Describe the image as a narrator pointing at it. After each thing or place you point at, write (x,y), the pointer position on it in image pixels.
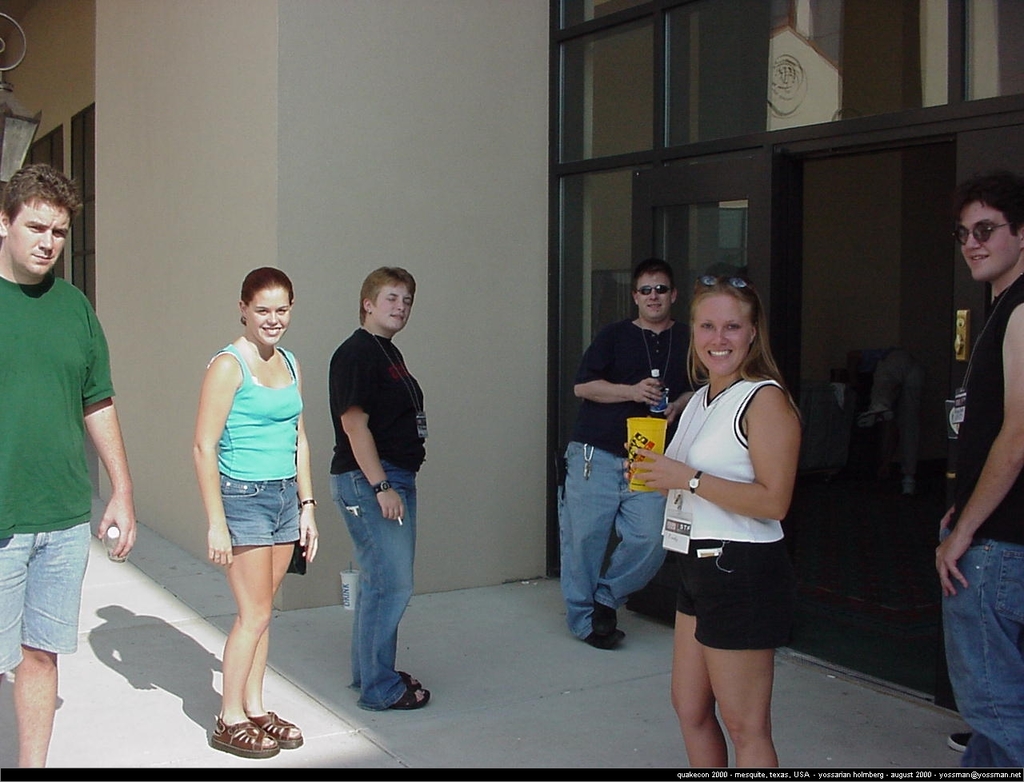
In the image in the center (362,365) we can see few people (28,365) were standing and smiling and they were holding some objects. In the background (580,225) there is a wall (424,134), glass (974,95), lamp (18,162) and few other objects (657,207).
